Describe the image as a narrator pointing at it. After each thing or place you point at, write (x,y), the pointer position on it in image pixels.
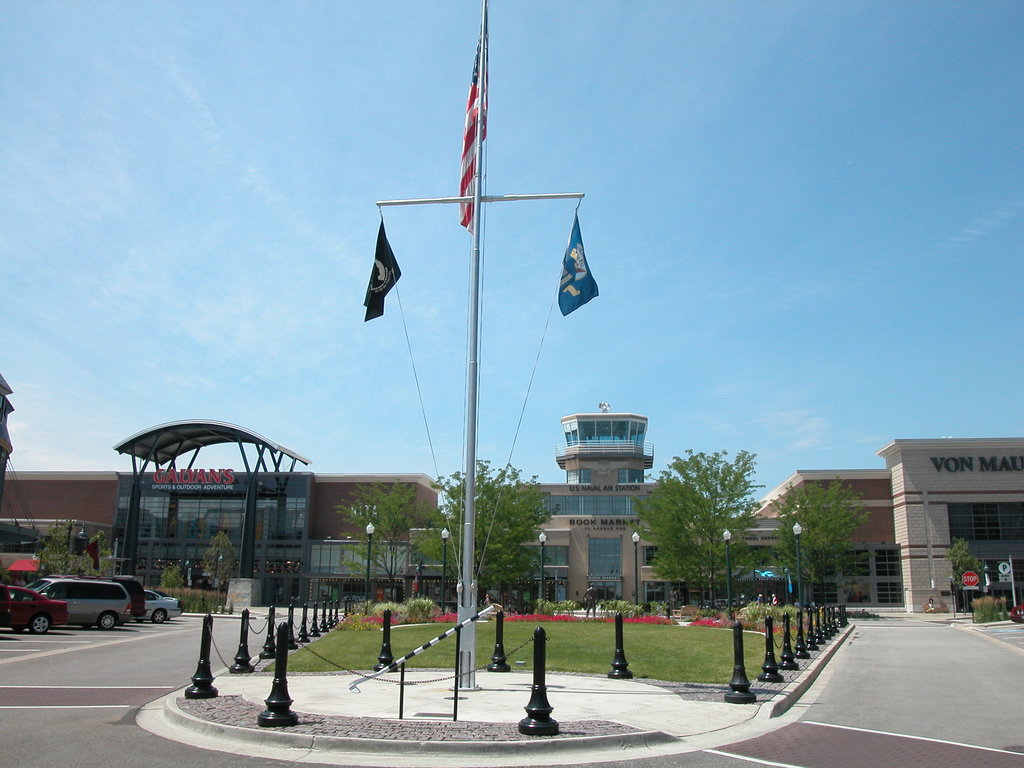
In the background (713,182) we can see the sky (788,193), buildings (1006,483) and boards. In this picture we can see poles (133,500), lights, trees (840,514), plants (561,601), grass (603,626), flags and few objects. We can see the vehicles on the road (912,717). In the middle portion of the picture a person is visible.
